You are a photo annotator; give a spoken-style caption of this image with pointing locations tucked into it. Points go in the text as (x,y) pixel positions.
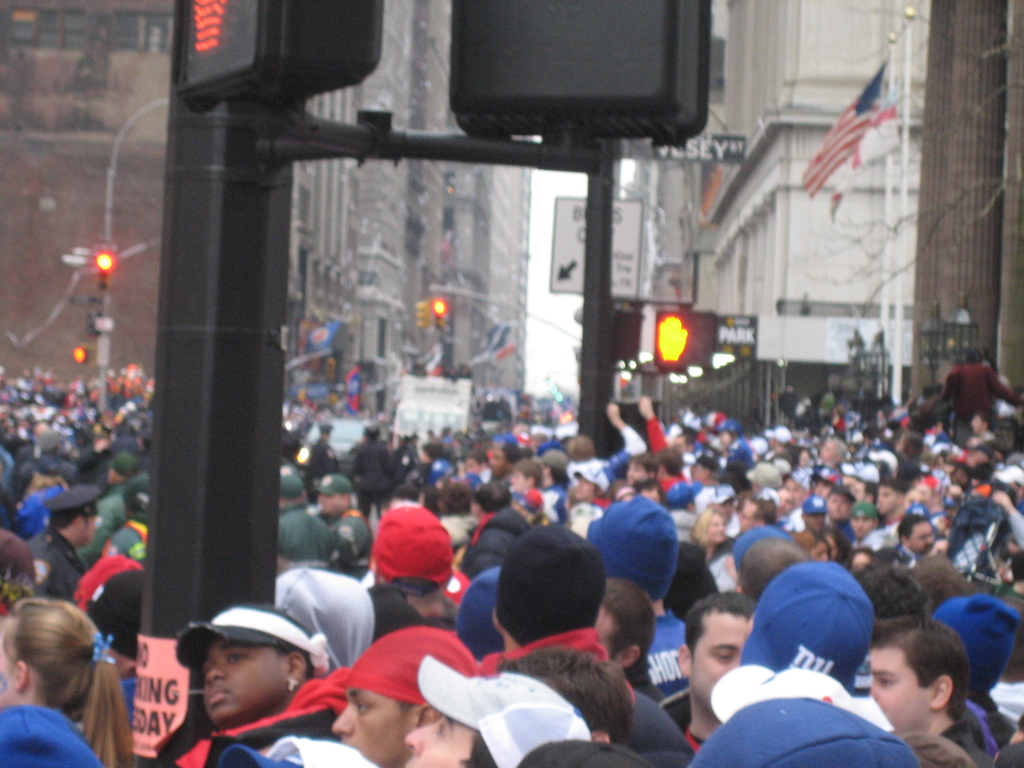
In the center of the image (633,438) we can see a group of people (503,533) are standing and few people (589,544) are wearing caps (562,563). In the background (352,349), we can see buildings (975,97), poles (877,353), traffic lights (97,265), sign boards (853,331) and a few other objects (879,393).
